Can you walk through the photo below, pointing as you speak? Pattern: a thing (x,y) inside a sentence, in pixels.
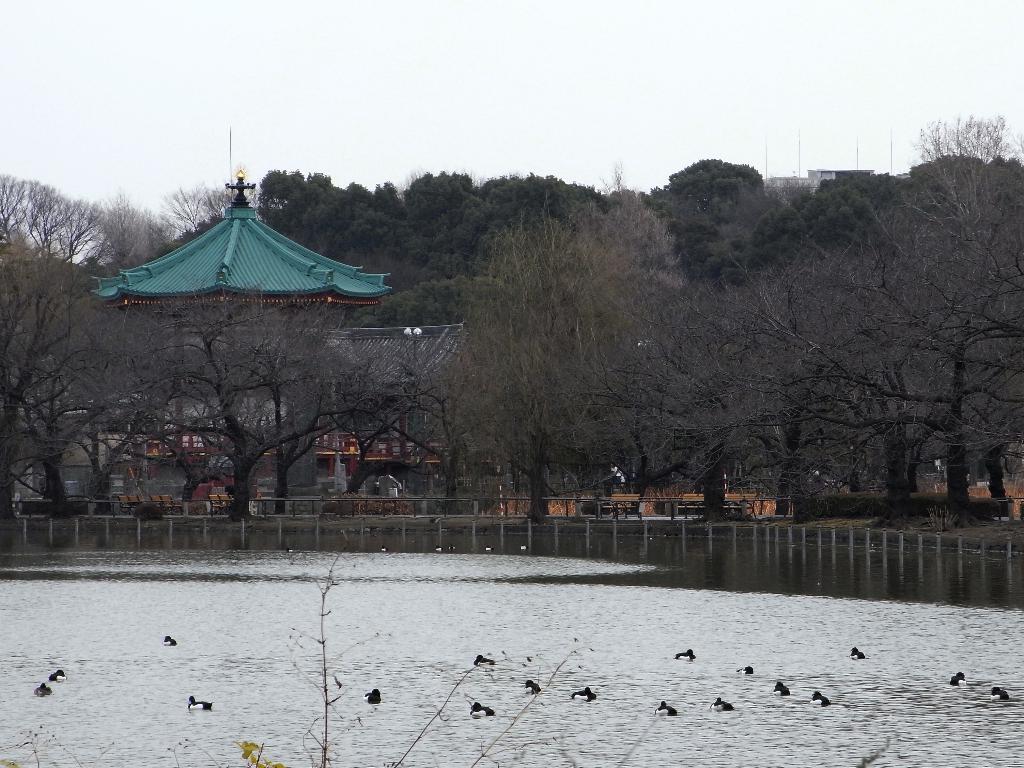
In the background (471,9) we can see the sky (471,9), trees (933,163) and a building (368,335). In this picture we can see poles (803,540), objects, water (763,561) and birds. At the bottom portion of the picture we can see branches (544,691).
